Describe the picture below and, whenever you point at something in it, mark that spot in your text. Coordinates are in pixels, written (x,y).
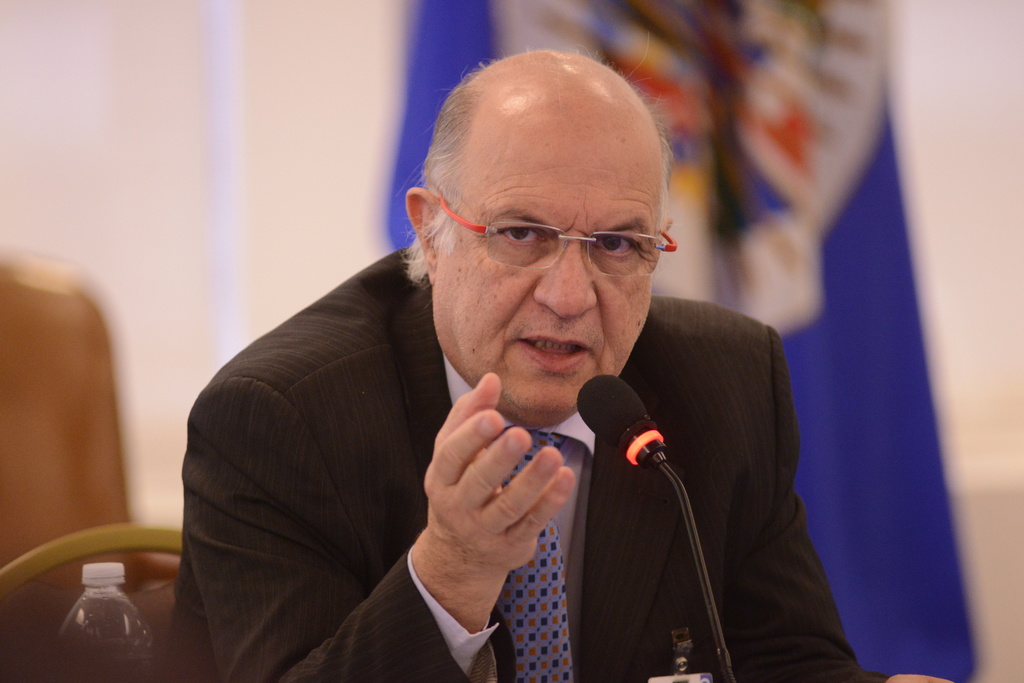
In this image there is a man (407,494) in the middle (431,444) who is sitting in the chair (172,574) by wearing the black suit (275,533). In front of him there is a mic (603,414). In the background (684,126) there is a flag (783,123). On the left side (109,601) bottom there is a bottle (119,624).
